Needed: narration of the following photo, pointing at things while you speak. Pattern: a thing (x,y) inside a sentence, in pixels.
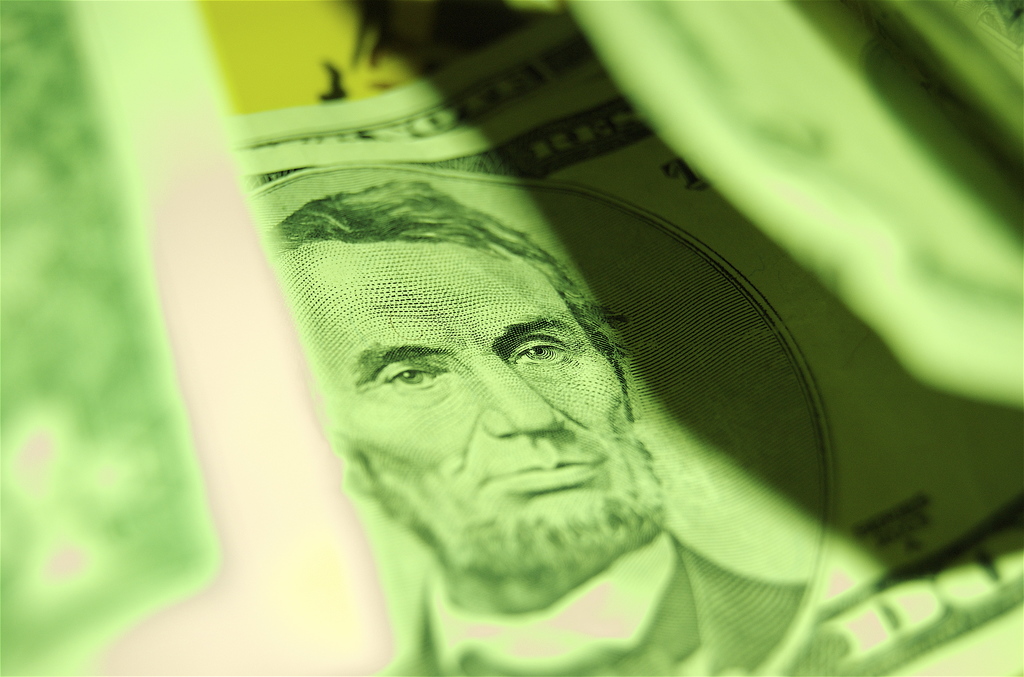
In this picture, we can see papers (881,557). On that paper (732,508), we can see painting (455,344) of a person (598,653) which is in green color. In the background (271,27), we can also see yellow color.
